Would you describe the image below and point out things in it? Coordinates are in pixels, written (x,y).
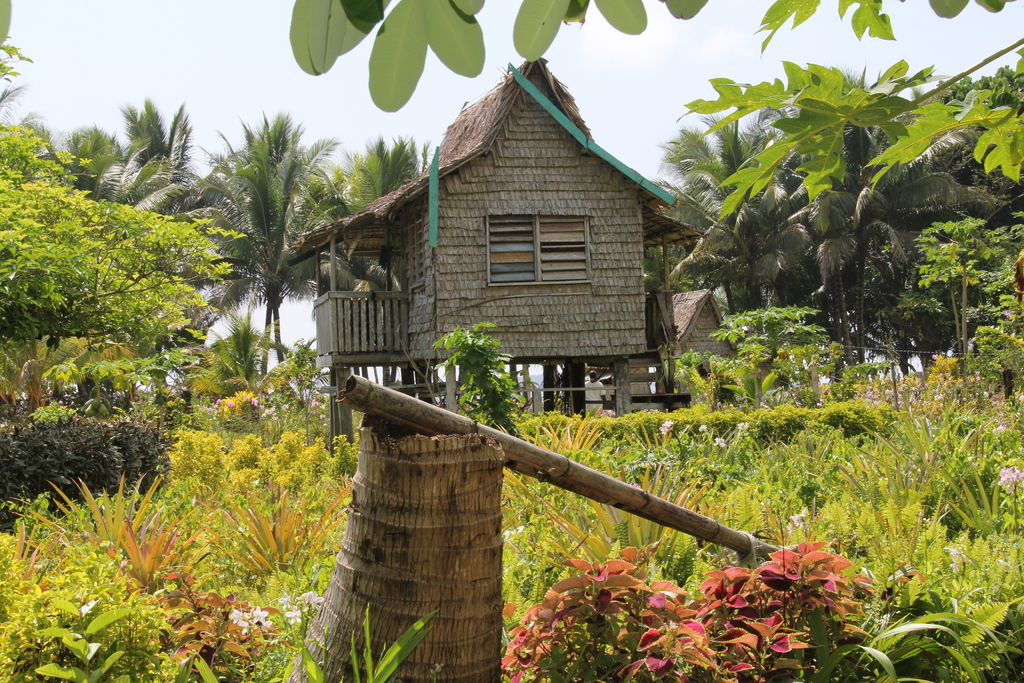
In the foreground of the picture (296,635) I can see the plants (157,562). I can see the trunk (457,635) of a tree (470,543) and a wooden block pole (619,492). There are trees (143,248) on the left side (168,261) and the right side (706,212) as well. I can see a wooden house (579,273) in the middle of the picture (596,295). There are clouds (242,87) in the sky (265,103).
